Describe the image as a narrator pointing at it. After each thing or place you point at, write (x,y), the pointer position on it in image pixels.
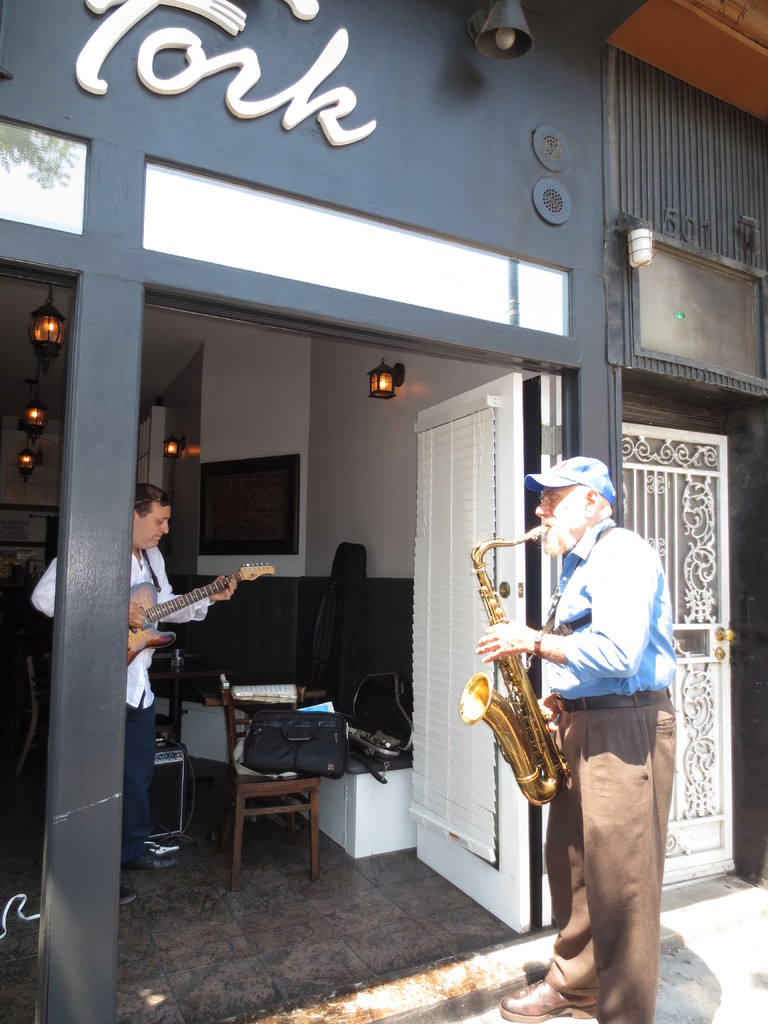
this is a picture of a store (449,260) where one man (533,653) on right (655,604) with blue shirt (582,593) playing a saxophone (513,708) and other on the left (135,694) with white shirt (133,579) playing a guitar (133,589) in this store (262,534) the walls (315,510) are painted white and there few lamps (51,325) and the floor (263,959) is gray color in the center of the picture (325,679) there are chair (248,787) and few bags (332,739) and beside the chair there is a door (447,608) and the right of the picture (711,867) there is a white gate (707,642).
